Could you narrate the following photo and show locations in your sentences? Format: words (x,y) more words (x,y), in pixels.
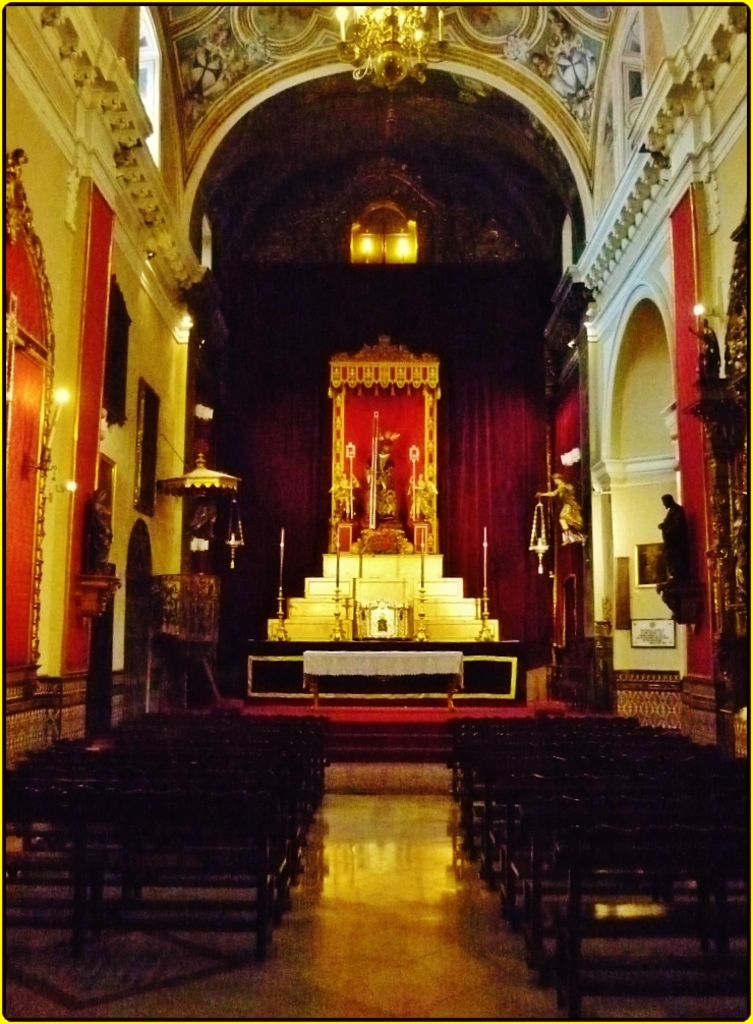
In this picture we can see an inside view of a church (407,375), there are some benches (632,785) in the front (491,834), in the background (480,429) we can see a statue (367,477), an umbrella (180,491) and curtain (452,459), there are two lights (374,244) and a chandelier (378,54) at the top of the picture (364,15).
